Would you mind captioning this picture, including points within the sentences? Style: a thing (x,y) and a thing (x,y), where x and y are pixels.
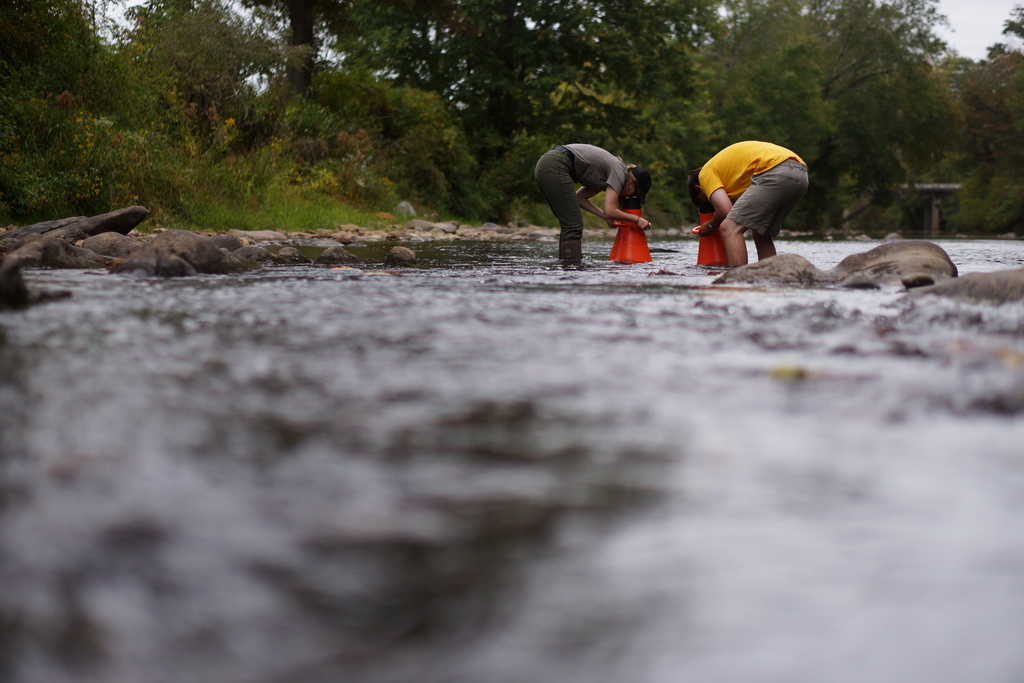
In this image we can see two men (734,200) are standing. In front of them orange color thing (645,246) is there. Bottom of the image (481,535) water (515,392) is present. Background of the image (999,129) trees (727,127) are there. Left side of the image (185,247) stones (329,248) are there.
